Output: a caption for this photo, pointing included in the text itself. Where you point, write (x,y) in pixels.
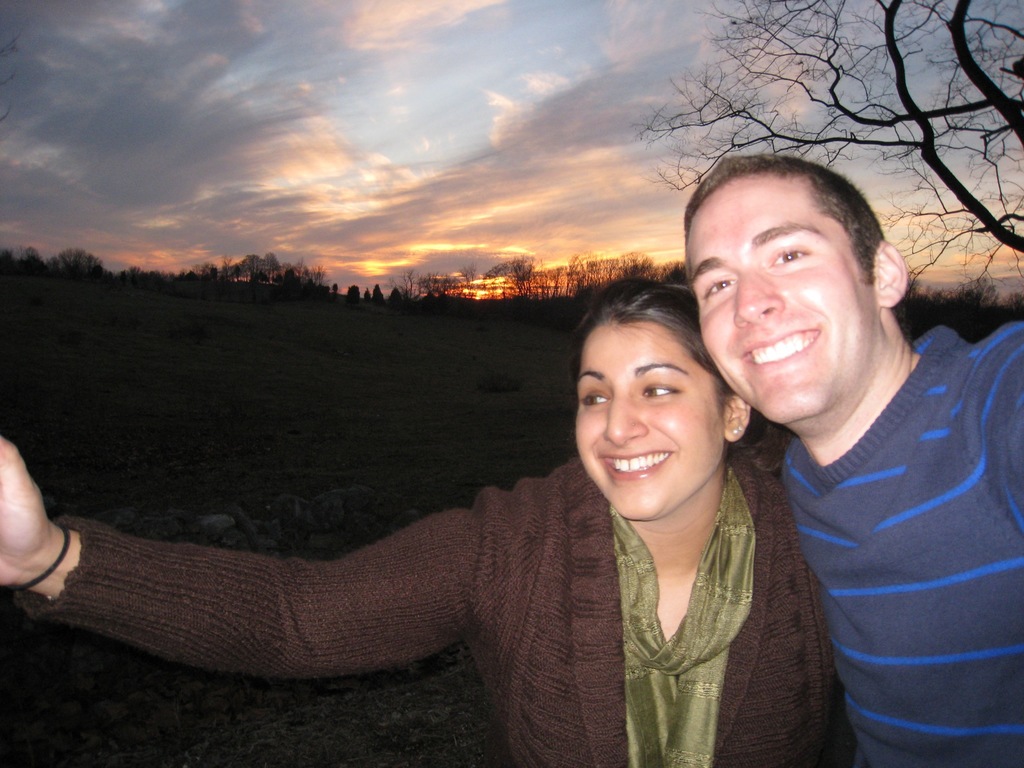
In this image I can see a man (811,504) and a woman (660,564) are standing and smiling. In the background (454,306) I can see trees (670,278) and the sky (491,189).
